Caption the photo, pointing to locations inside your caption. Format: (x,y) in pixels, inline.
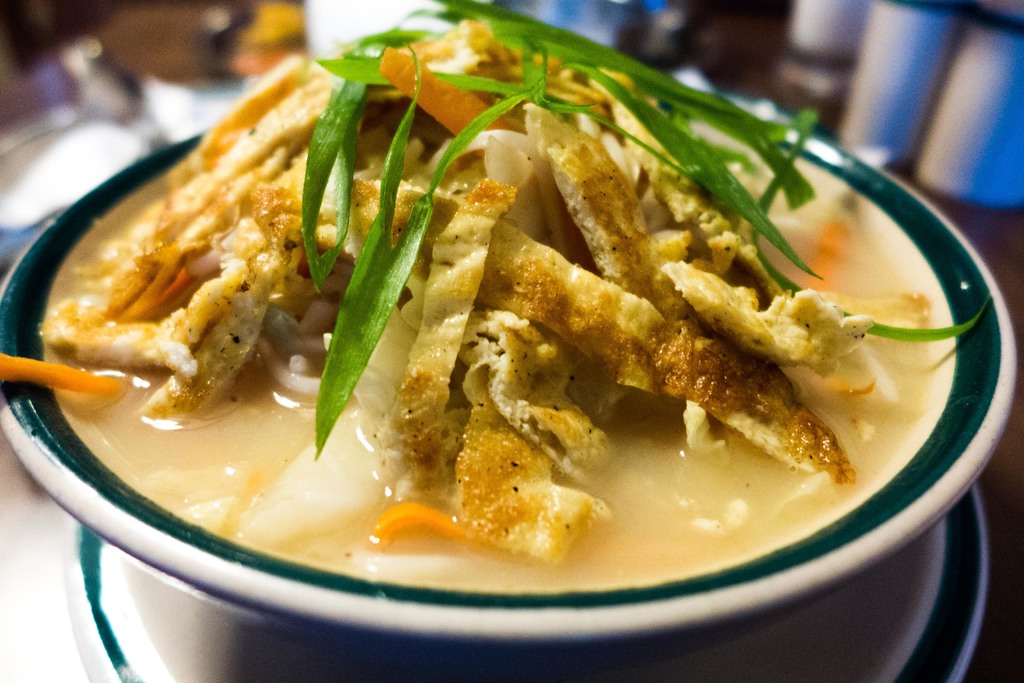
In the foreground of this image (431,448), there is some soup (419,560) in a bowl (652,590) which is on a platter (861,644) and there is some food (574,267) and leafy vegetable (645,102) on the soup (825,291). In the background (948,90), there are few objects (129,77) blurred.
